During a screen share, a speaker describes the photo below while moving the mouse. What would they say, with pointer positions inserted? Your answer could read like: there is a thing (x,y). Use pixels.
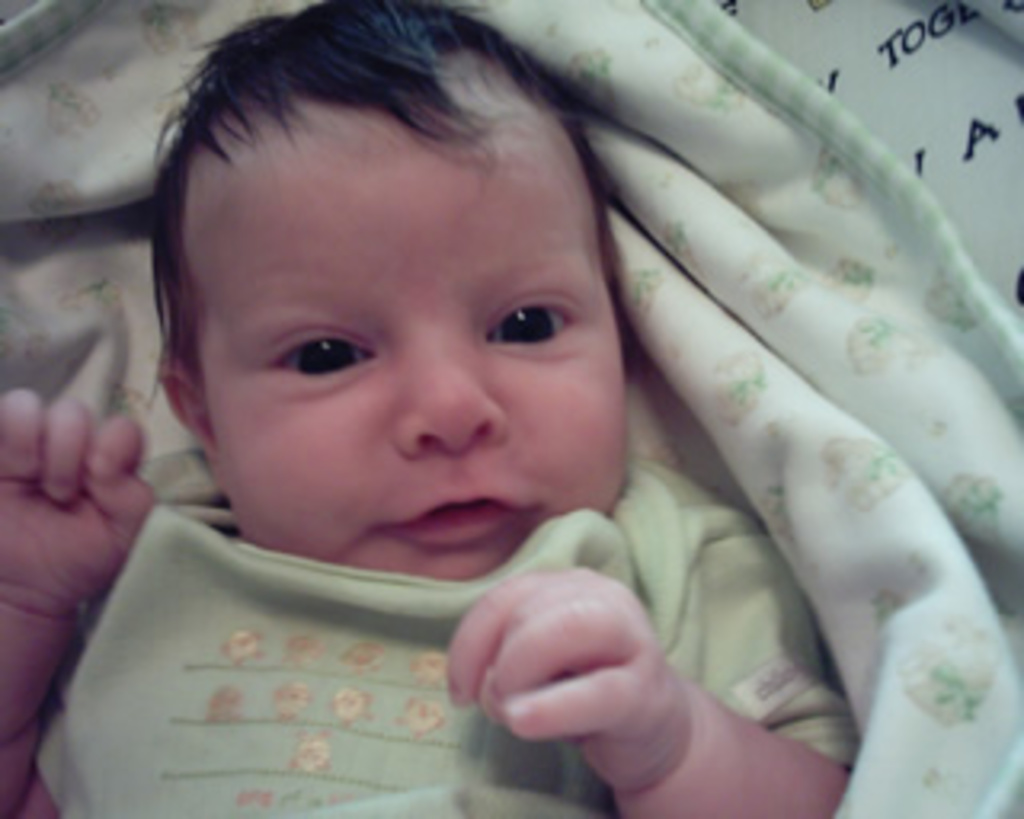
In this picture we can see a baby (213,286) lying on a cloth (84,34).
